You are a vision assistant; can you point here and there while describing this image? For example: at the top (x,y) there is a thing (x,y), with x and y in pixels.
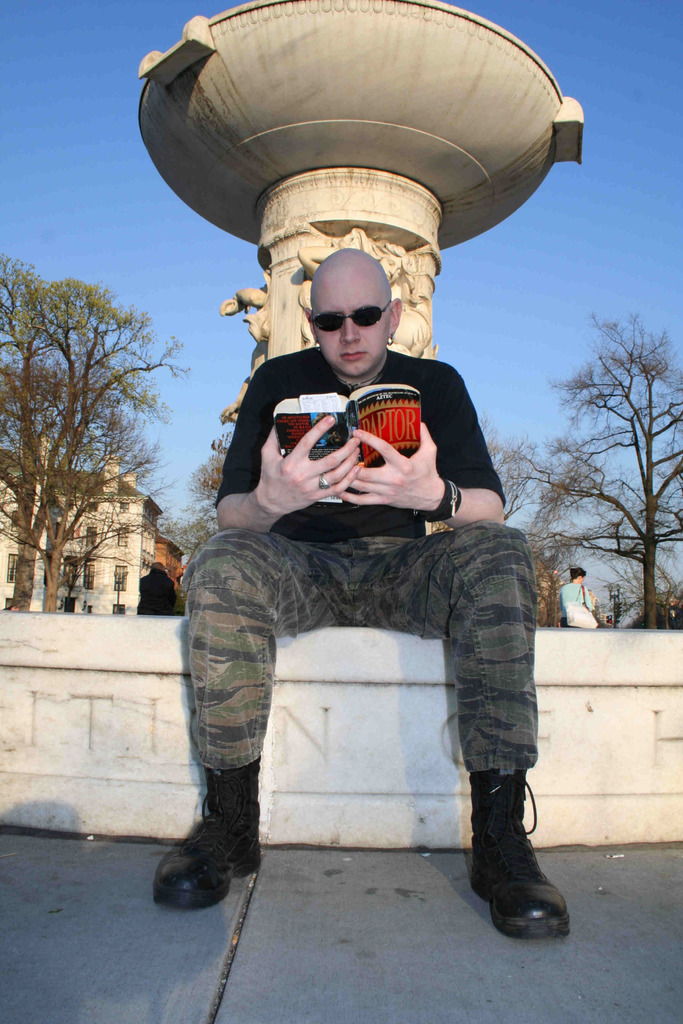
In the picture we can see a man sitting on the wall (152,656) and he is with black T-shirt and behind him we can see a fountain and behind it we can see trees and building (143,537) and a sky (226,390).
